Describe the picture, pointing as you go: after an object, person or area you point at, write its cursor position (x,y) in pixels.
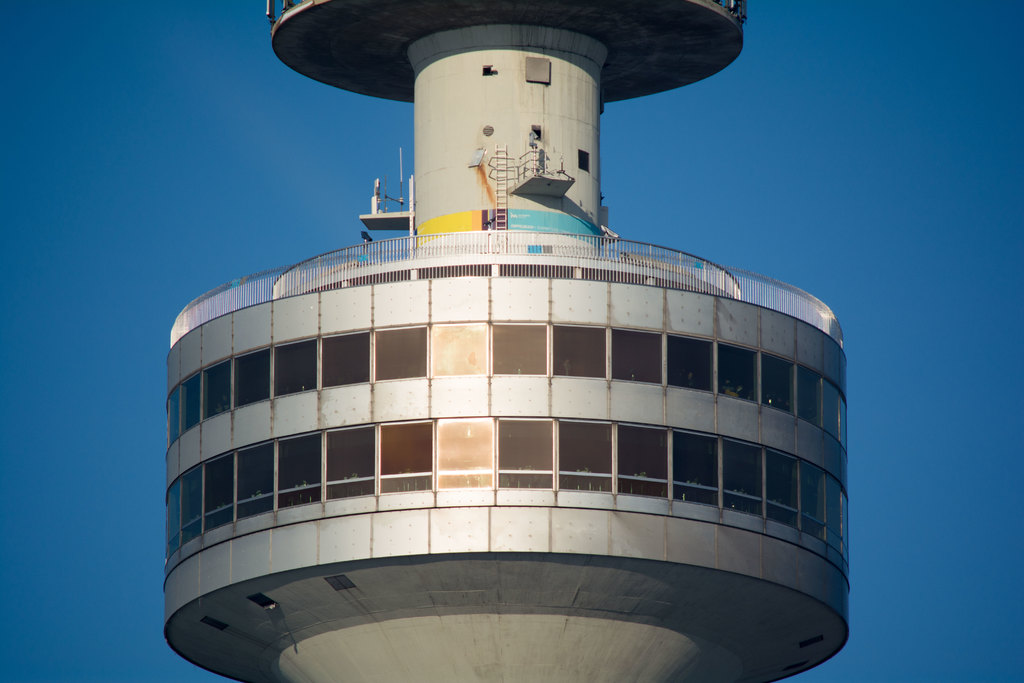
In this image we can see the tower (530,451) with some windows (492,454). On the backside (286,256) we can see the sky (250,225).
